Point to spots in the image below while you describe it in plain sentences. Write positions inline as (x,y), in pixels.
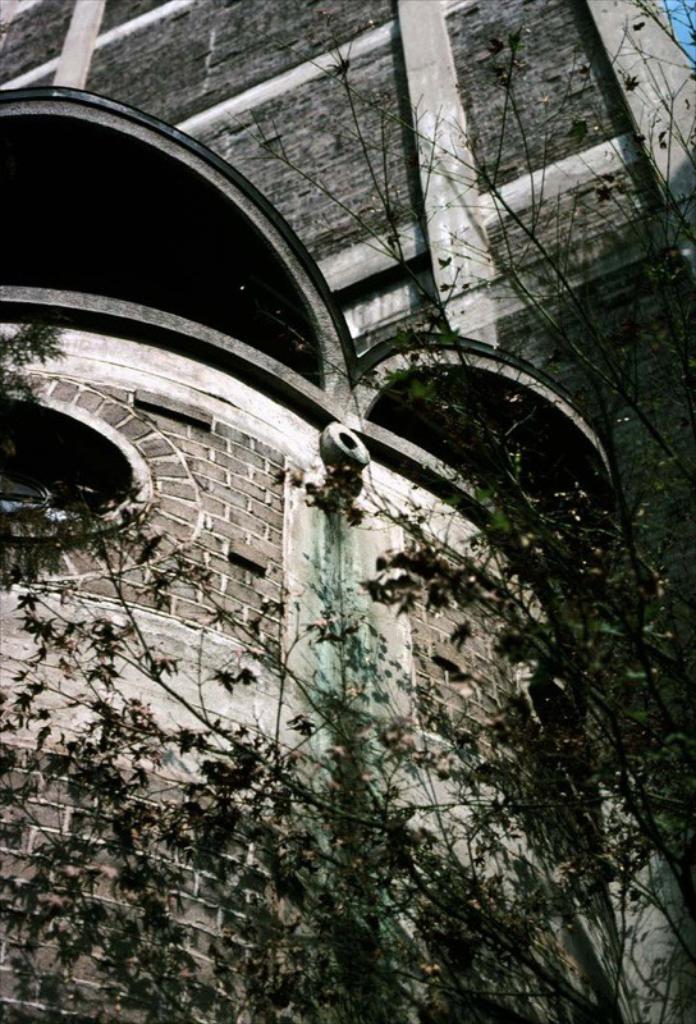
This is a color image, there is a tree (640,410) and in the background (188,195) there is a big building (225,624).
